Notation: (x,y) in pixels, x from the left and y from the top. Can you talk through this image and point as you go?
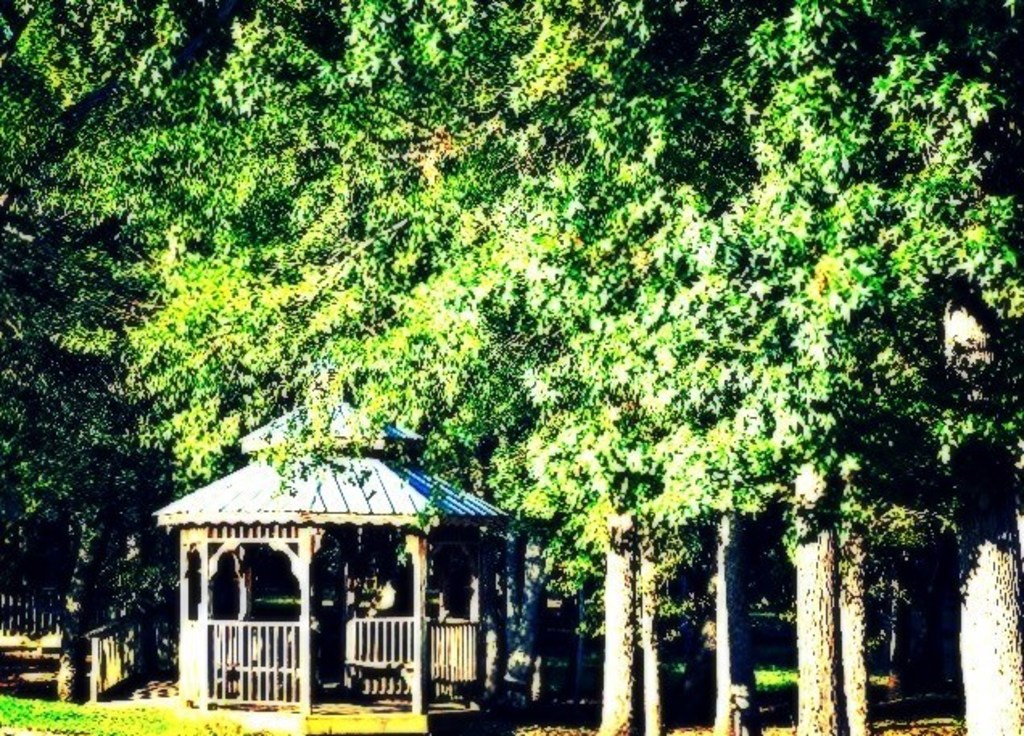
In this image in the center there is one house (307,606) and a fence (133,635), and in the background (199,288) there are some trees (512,291) and at the bottom (132,716) there is grass (152,714).
